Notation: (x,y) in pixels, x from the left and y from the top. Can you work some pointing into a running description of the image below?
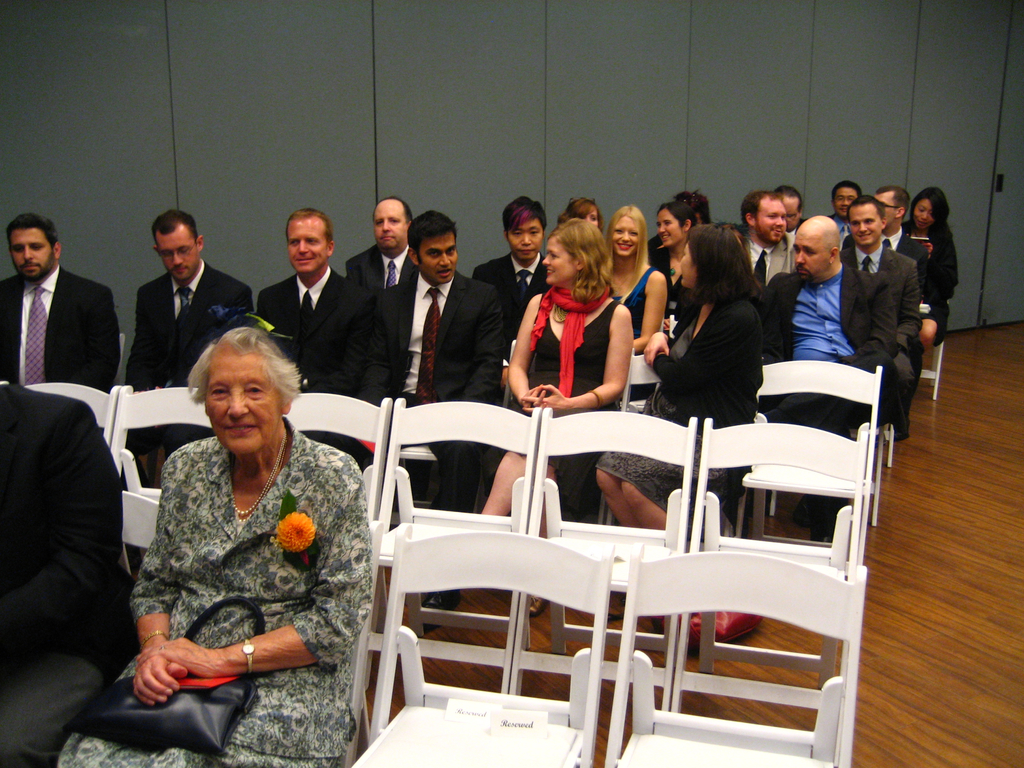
Group of people (473,380) are sitting on a chair (128,531). This woman (231,422) is carrying a bag (161,714). This woman (589,340) wore scarf (572,298). Most of the persons (516,242) wore black suit (350,331) and tie (427,327). Those chairs (727,576) are in white color.
